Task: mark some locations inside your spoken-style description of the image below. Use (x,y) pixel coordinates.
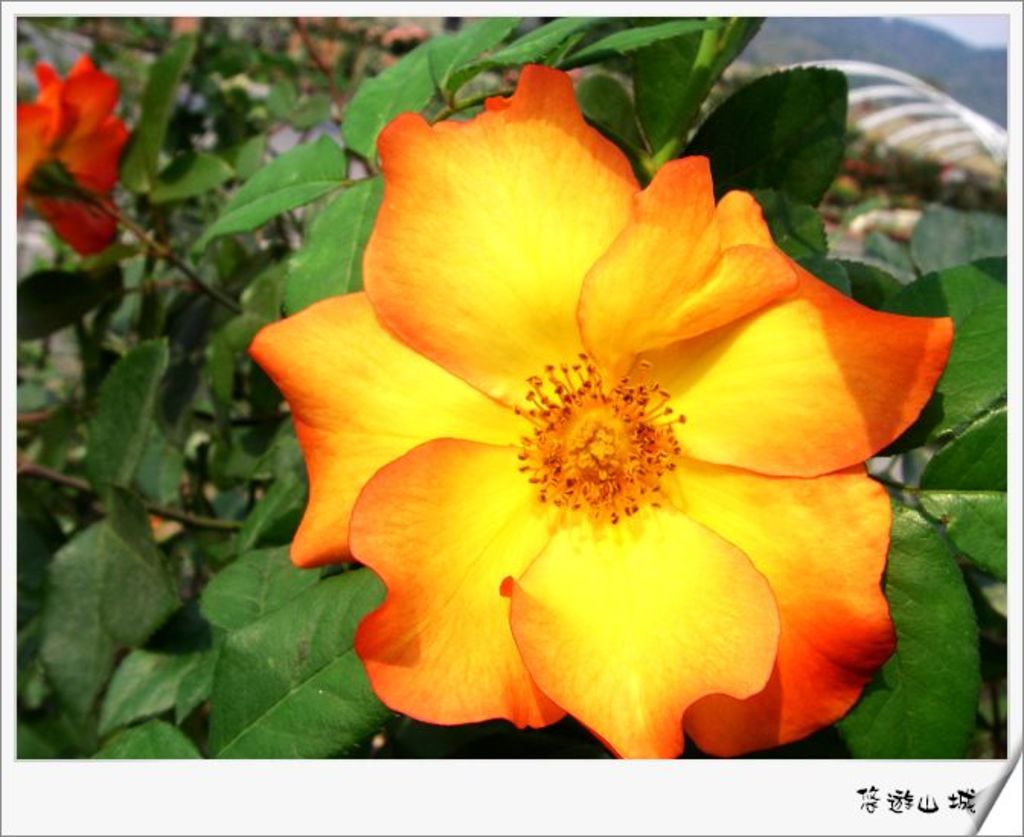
In this picture we can see there are plants (142,364) with flowers (41,146) and leaves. Behind the plants (326,257) there is the blurred background (981,46). On the image there is a watermark (925,791).
